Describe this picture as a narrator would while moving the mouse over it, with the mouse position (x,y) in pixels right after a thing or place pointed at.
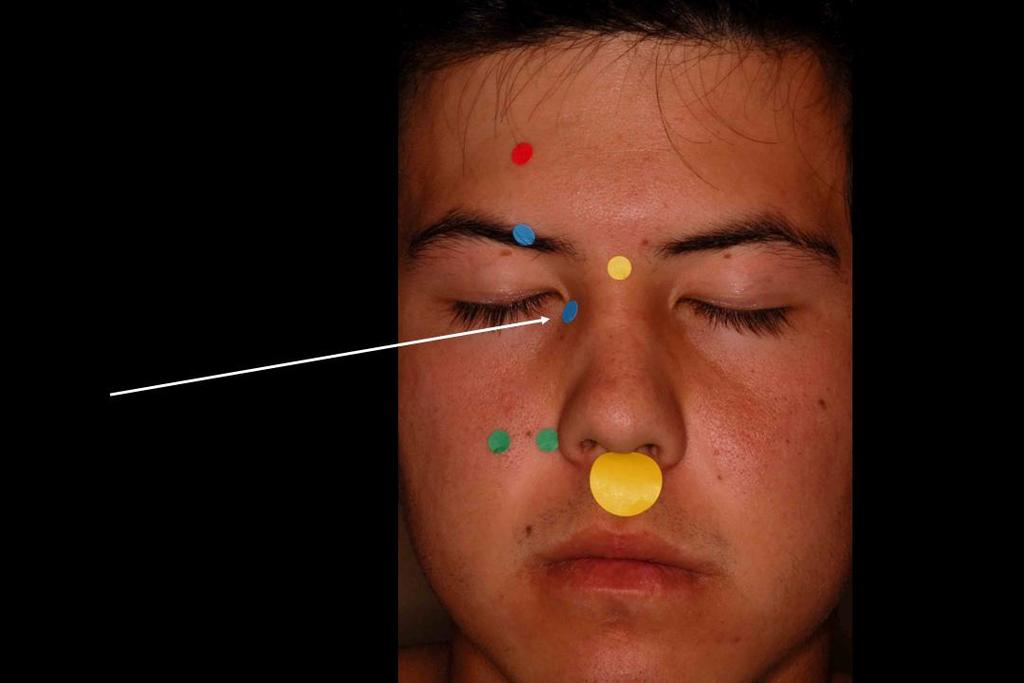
In this image there is a face (525,334) of a person (522,356). There are stickers (524,161) on the face (636,284). To the left (334,358) there is an arrow (401,342) on the image. On the either sides of the image it is dark.
